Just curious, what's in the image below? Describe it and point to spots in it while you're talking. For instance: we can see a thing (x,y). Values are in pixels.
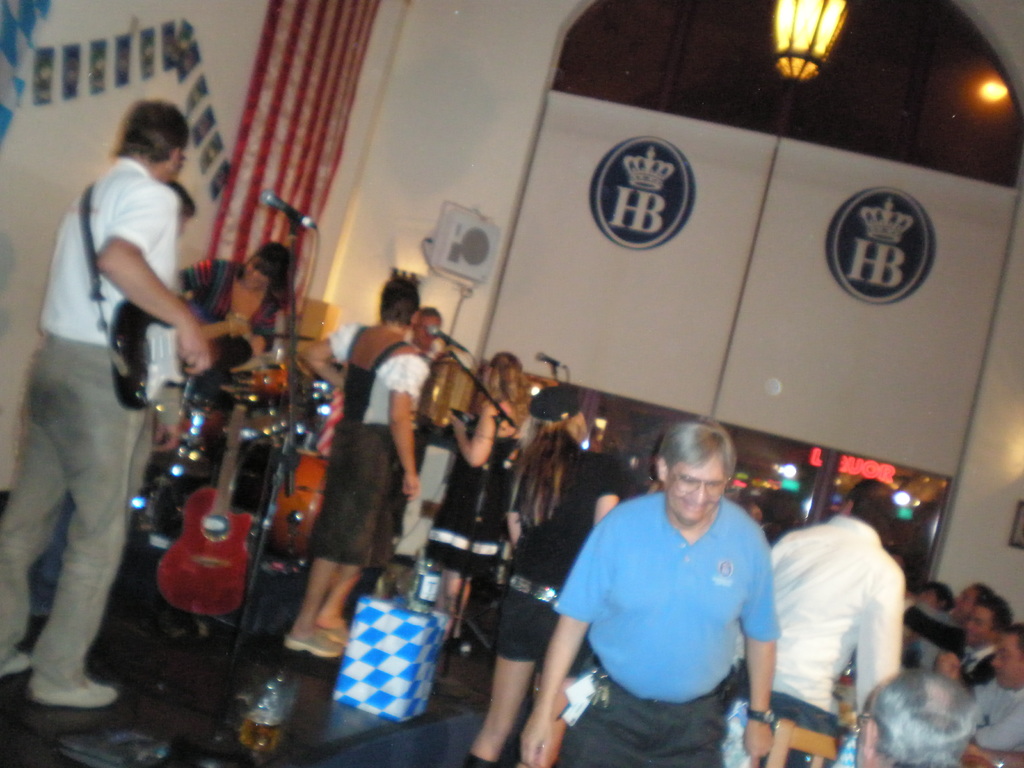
In this image, There are some people (459,606) standing and holding some music instruments (175,376), There are some microphone (289,396) which are in black color, In the right side (684,575) there are some standing and some people (961,711) sitting, In the background (666,397) there is a white color wall (1003,321) and in the top (832,33) there is a yellow color light (812,53).
